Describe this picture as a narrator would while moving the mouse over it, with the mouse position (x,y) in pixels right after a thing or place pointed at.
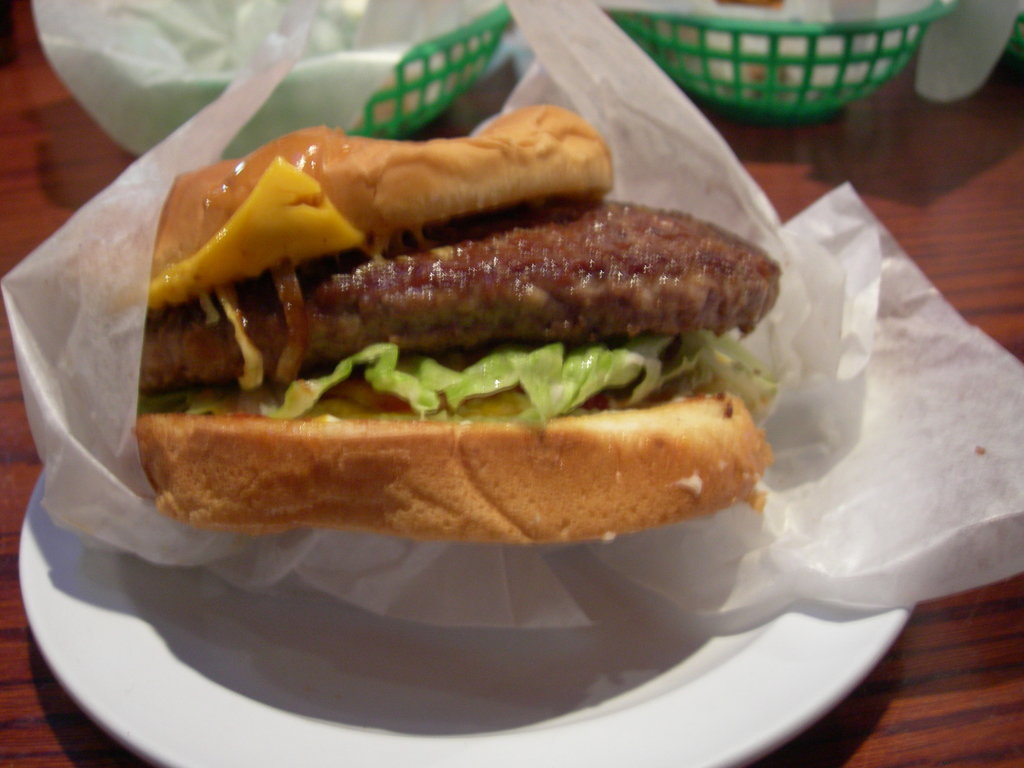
In this image we can see the food item (692,270) in a plate (597,759) and there are some other objects (228,31) on the table (1021,167).
